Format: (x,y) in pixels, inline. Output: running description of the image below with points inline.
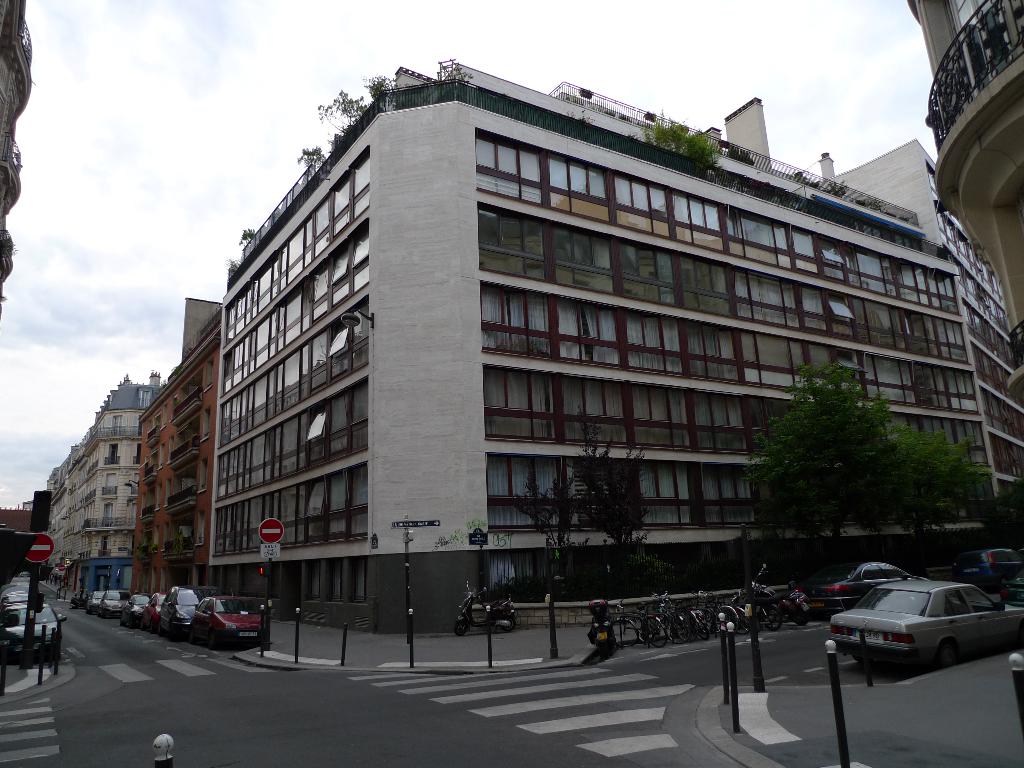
These are the buildings (299,396) with the windows (703,332) and glass doors (702,364). I can see the bicycles (677,611), motorbikes (786,603) and cars (220,601), which are parked. These are the sign boards (266,556), which are attached to the poles (268,638). This looks like a zebra crossing (458,687) on the road (603,665). I can see the trees (635,500). These are the plants (360,108), which are at the top of the building (366,130).
